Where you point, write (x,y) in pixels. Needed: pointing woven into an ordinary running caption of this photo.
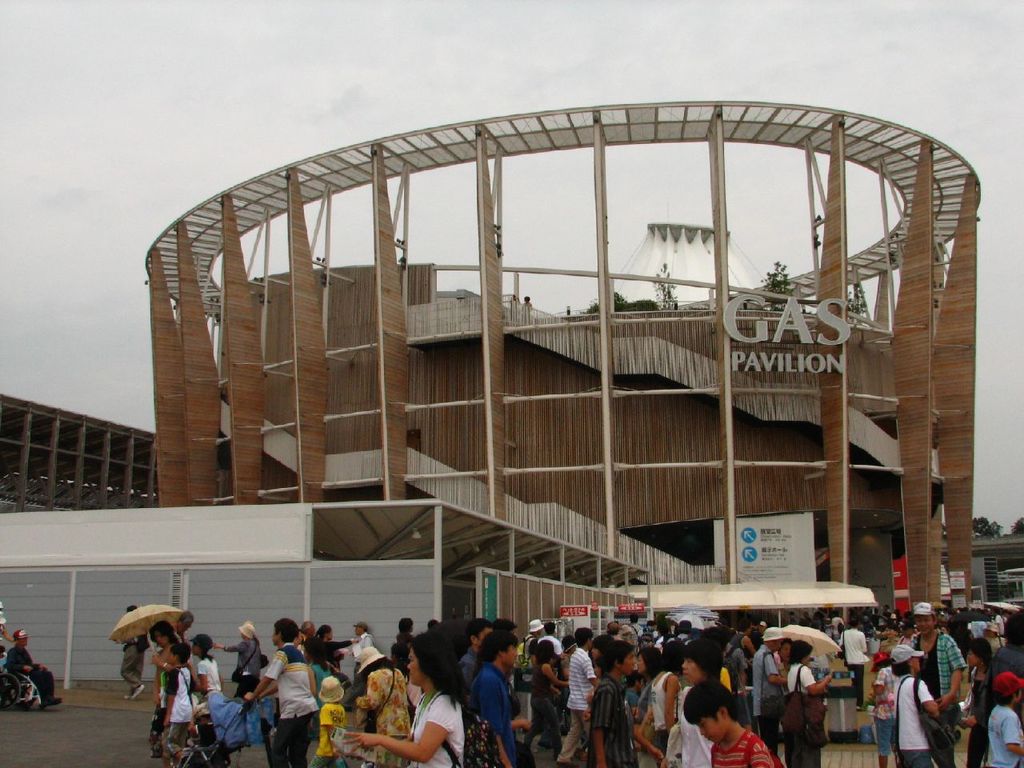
At the bottom (506,727) I can see a crowd (384,653), umbrellas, vehicles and shops (383,624) on the road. In the background (903,596) I can see buildings (720,516), boards (756,536), trees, fence (649,558) and the sky (337,230). This image is taken may be during a day.
